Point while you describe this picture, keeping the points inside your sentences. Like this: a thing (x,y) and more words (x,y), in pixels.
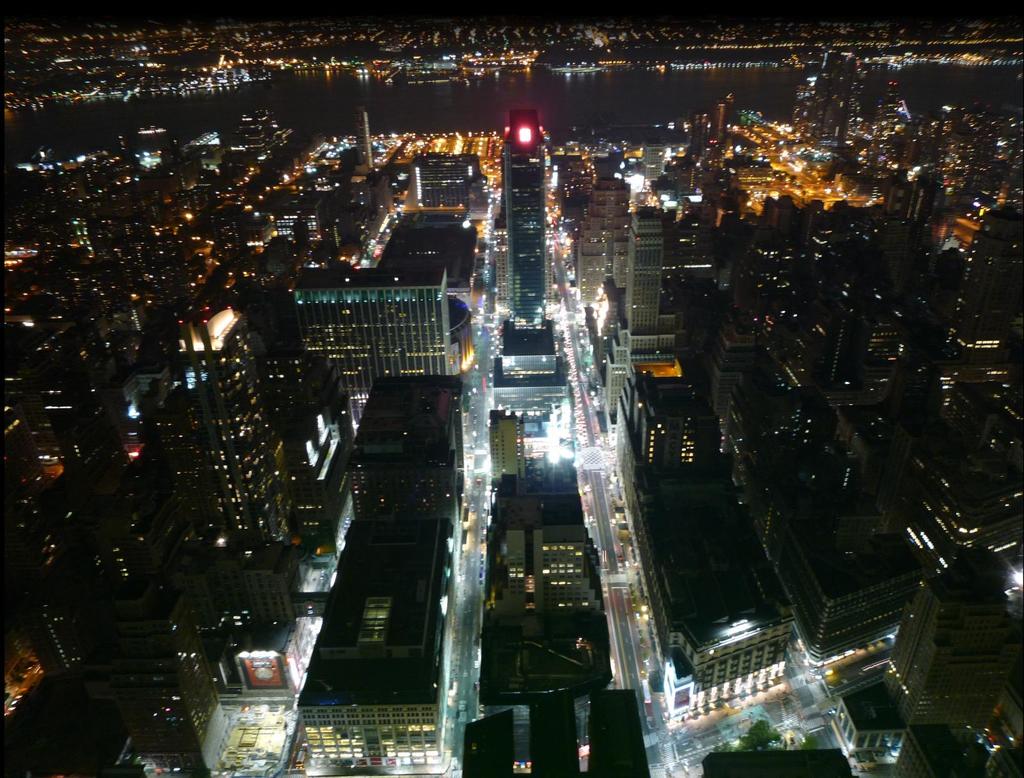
This is a night view of a city (474,359). In this image we can see there are so many buildings (404,354), roads (625,676) and some vehicles (484,534) are passing. At the back of the buildings (812,103) there is a river (660,86).
